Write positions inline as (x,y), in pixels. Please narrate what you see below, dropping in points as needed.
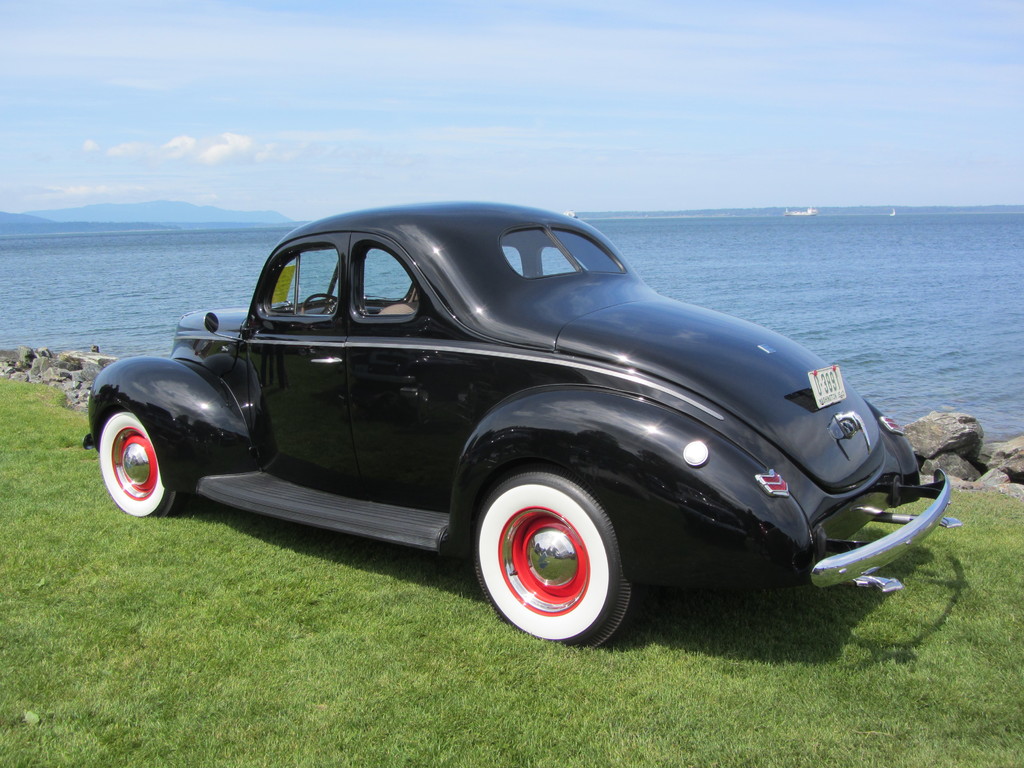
In this image, we can see black car (383,460) is parked on the grass (418,675). Background (17,368) we can see stones (32,376), water (940,323), mountains (105,220) and sky (542,120).
